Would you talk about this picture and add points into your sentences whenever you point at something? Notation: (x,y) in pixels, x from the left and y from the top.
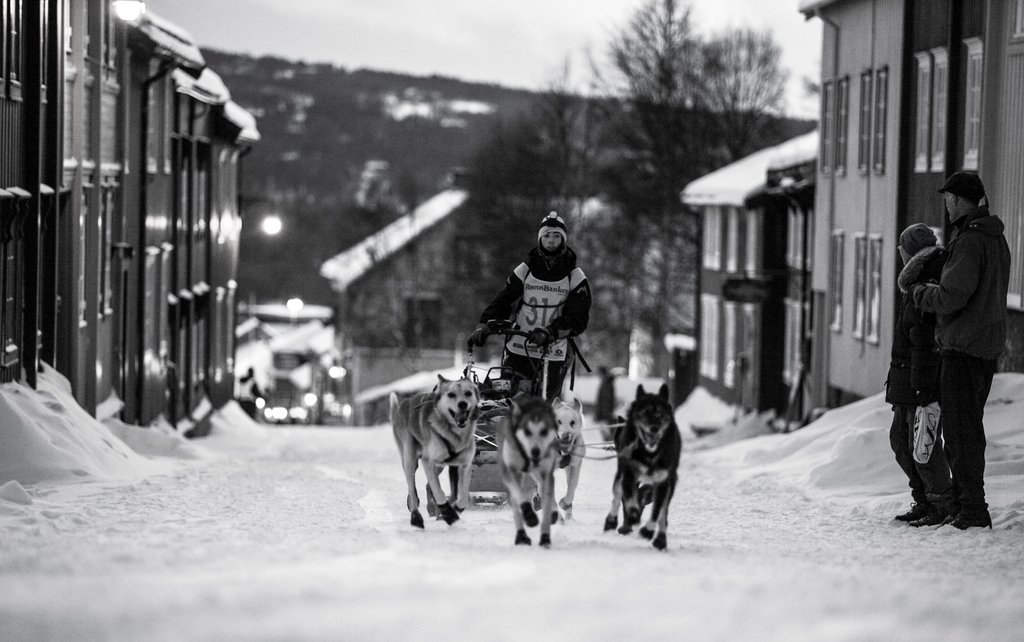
In this image we can see this person (539,366) is being pulled by four dogs (502,455) in front of him. In the background (16,358) we can see buildings (986,116) and trees (528,142).
